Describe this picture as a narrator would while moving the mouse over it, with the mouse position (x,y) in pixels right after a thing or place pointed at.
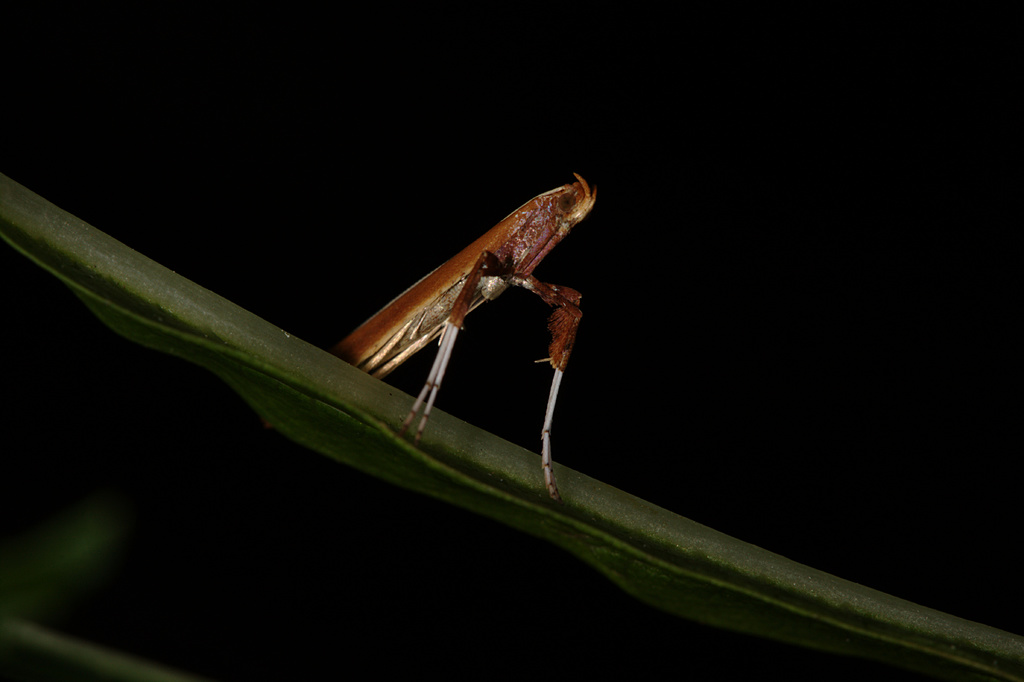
In this image we can see an insect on the leaf (425,467) and the background (633,288) is dark.
